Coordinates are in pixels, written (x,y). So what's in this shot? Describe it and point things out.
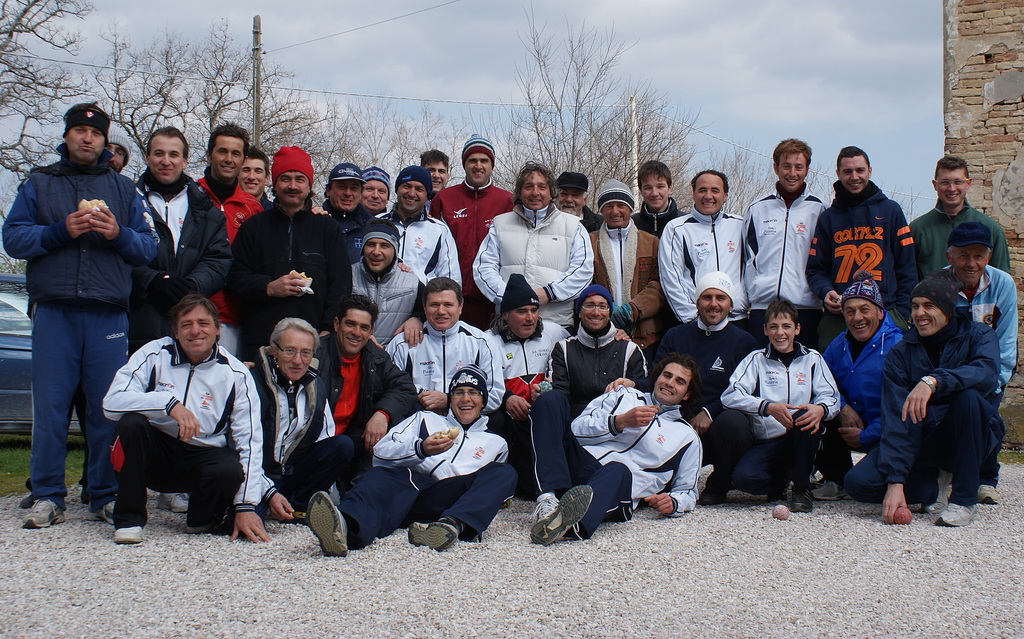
In the image in the center (666,274), we can see a few people (278,254) are standing and few people (555,371) are sitting. And we can see they are holding some food items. And we can see they are smiling, which we can see on their faces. In the background (571,71), we can see the sky (411,75), clouds (787,98), trees (386,111), poles (255,75), wires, grass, stones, one vehicle (12,383) and a wall (1019,258).
